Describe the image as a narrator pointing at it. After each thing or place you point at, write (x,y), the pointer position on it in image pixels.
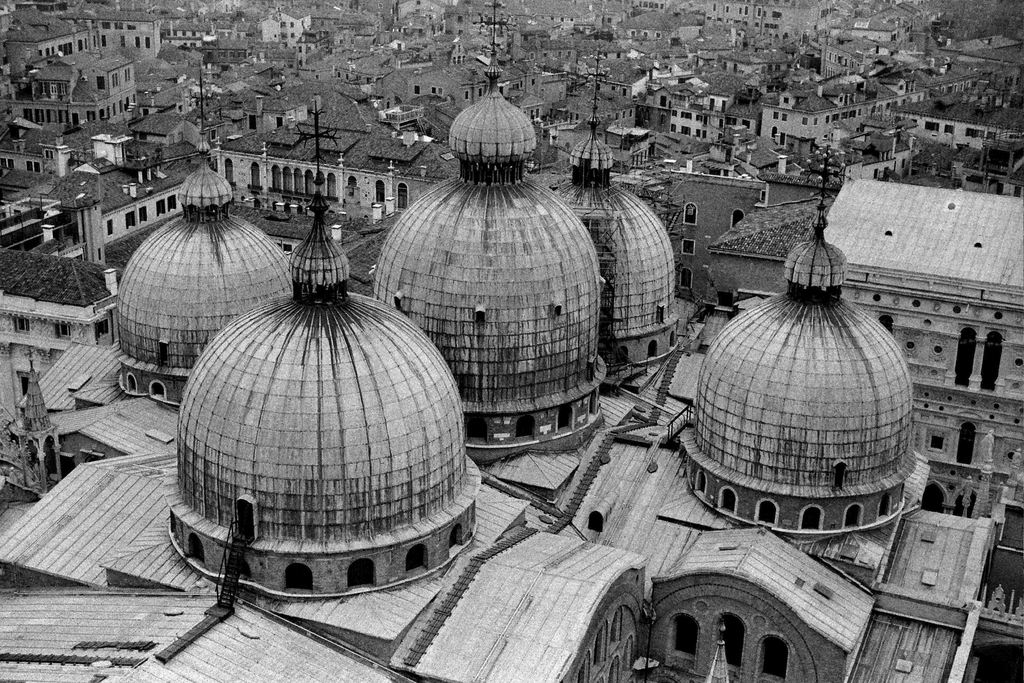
In this image I can see the houses (692,289). I can also see the image is in black and white color.
